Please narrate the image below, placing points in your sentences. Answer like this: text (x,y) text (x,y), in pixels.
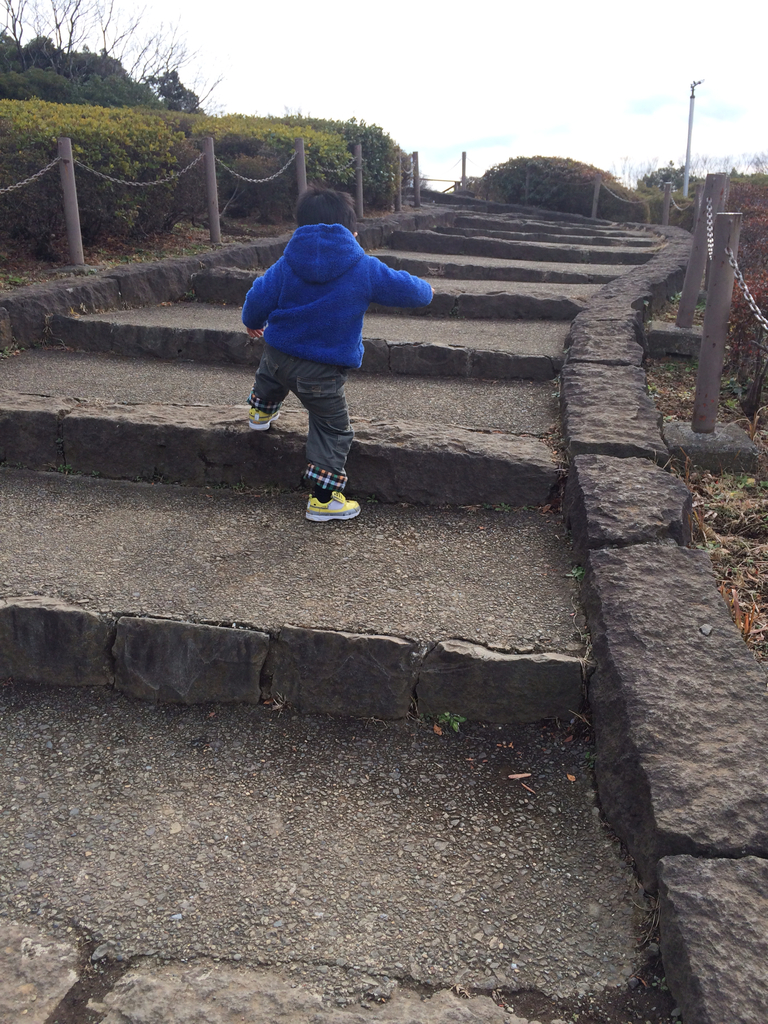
This image is taken outdoors. At the bottom of the image (480,847) there are a few stairs (494,584) with a fencing (732,243). In the middle of the image (338,345) a kid (395,272) is walking on the stairs (339,548). In the background (565,198) there are a few trees (658,180) and plants (135,138). At the top of the image (343,98) there is a sky (666,107).
